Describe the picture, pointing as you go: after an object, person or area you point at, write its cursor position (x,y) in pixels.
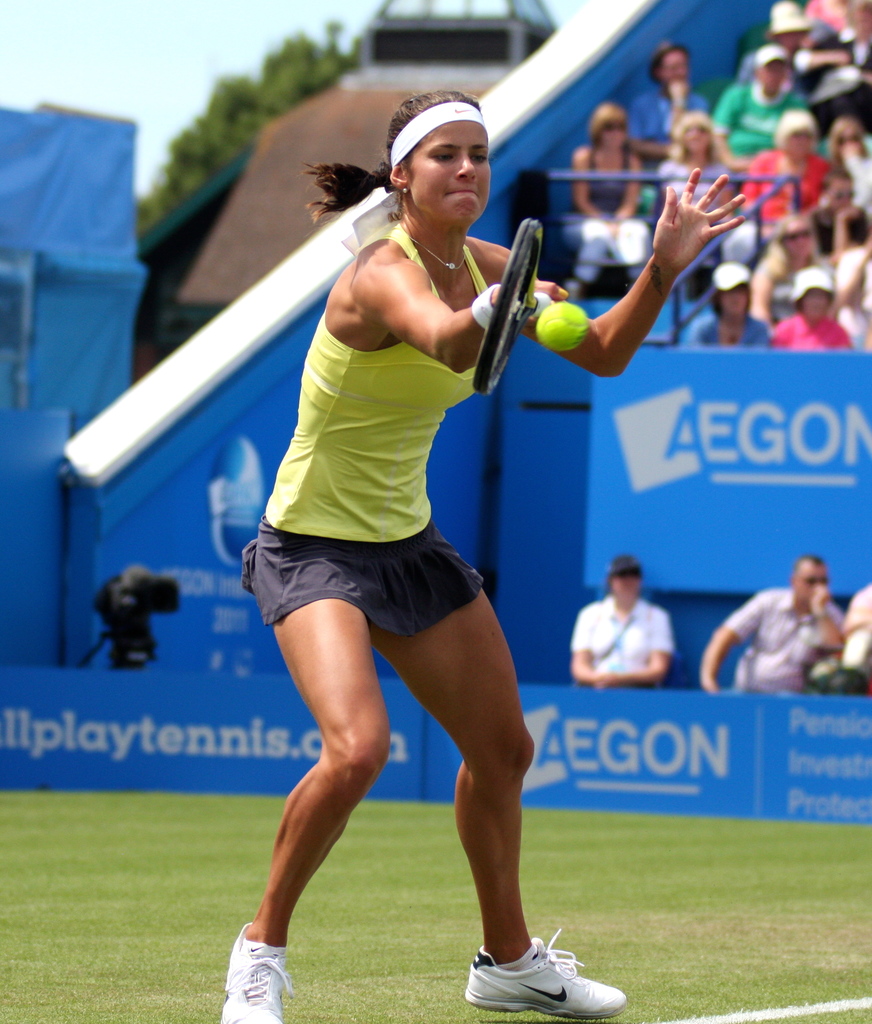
This is the picture of a stadium (59,723). In this image there is a person (345,641) standing and holding the bat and there is a ball (578,326) in the air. At the back (869,47) there are group of people (812,54) sitting in the stadium (28,551). On the left side of the image (125,645) there is a camera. At the back (273,232) there is a building (239,181) and tree (266,72). At the top (153,78) there is sky (175,71). At the bottom (186,937) there is grass (194,921).
